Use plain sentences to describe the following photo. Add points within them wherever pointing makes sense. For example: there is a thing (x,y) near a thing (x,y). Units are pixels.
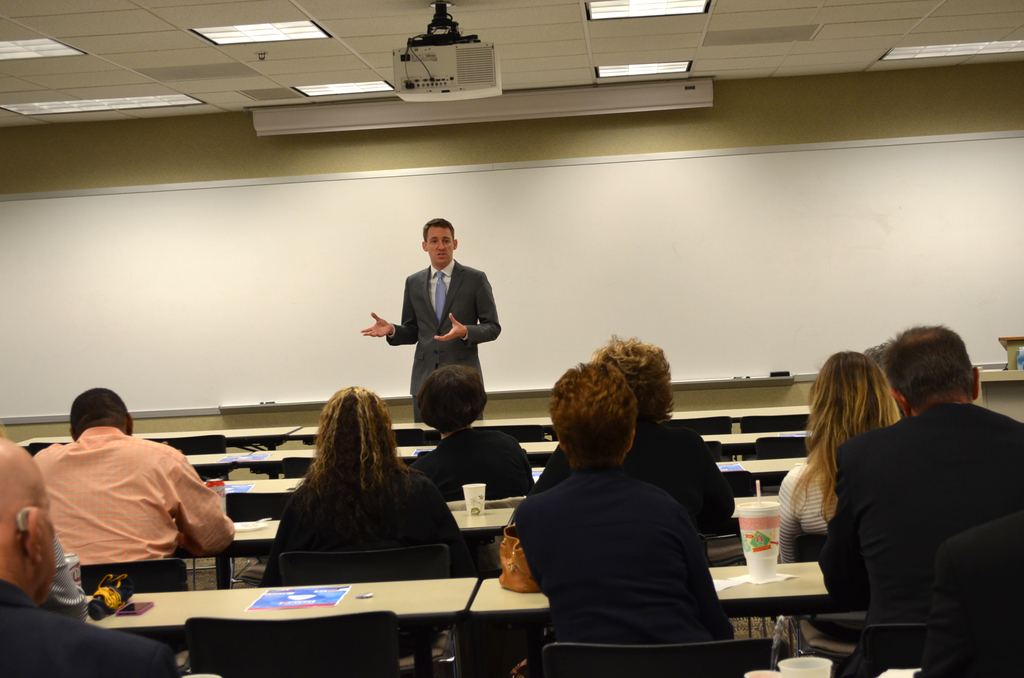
In this image we can see people (93,479) sitting on chairs (360,579). There are benches (400,606). In the background of the image (432,223) there is a person (415,337) standing wearing a suit (430,332). There is a white color board (567,177). There is a wall (350,160). At the top of the image (398,91) there is ceiling (628,35) with lights (670,64) and projector (411,72).
